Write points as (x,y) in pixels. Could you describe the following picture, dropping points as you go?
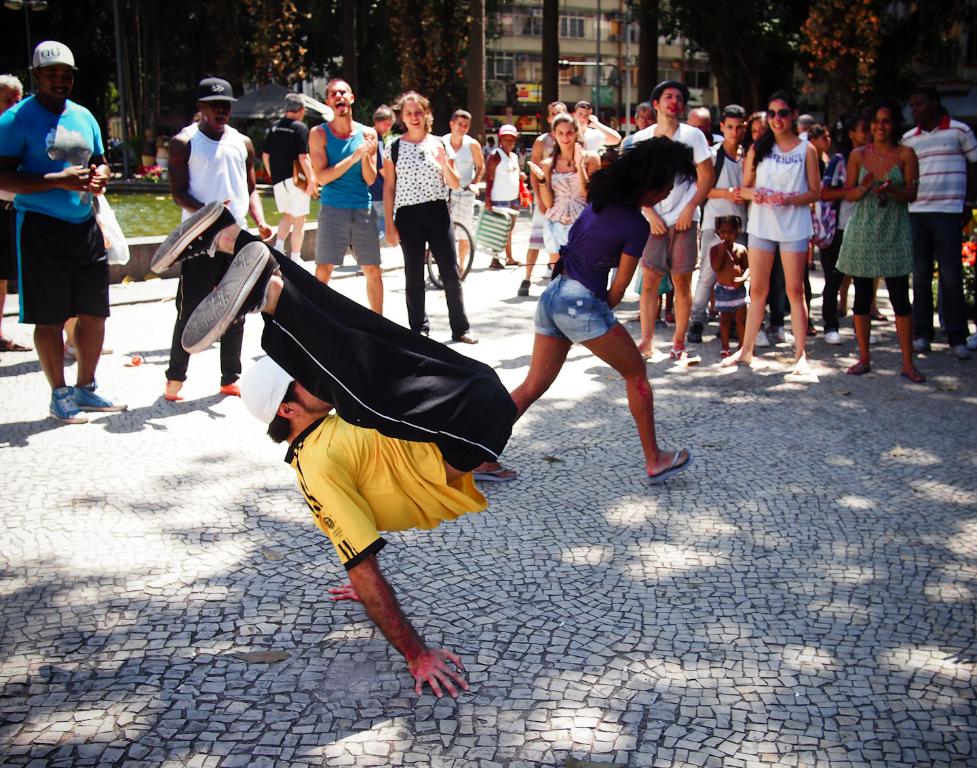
In this image we can see group of persons (710,295) standing on the ground (211,375), one person (467,179) is holding a bicycle (463,231) with his hands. In the background (568,19), we can see a group of buildings (582,18), poles (593,62), group of trees (467,66) and a tent (282,97).
